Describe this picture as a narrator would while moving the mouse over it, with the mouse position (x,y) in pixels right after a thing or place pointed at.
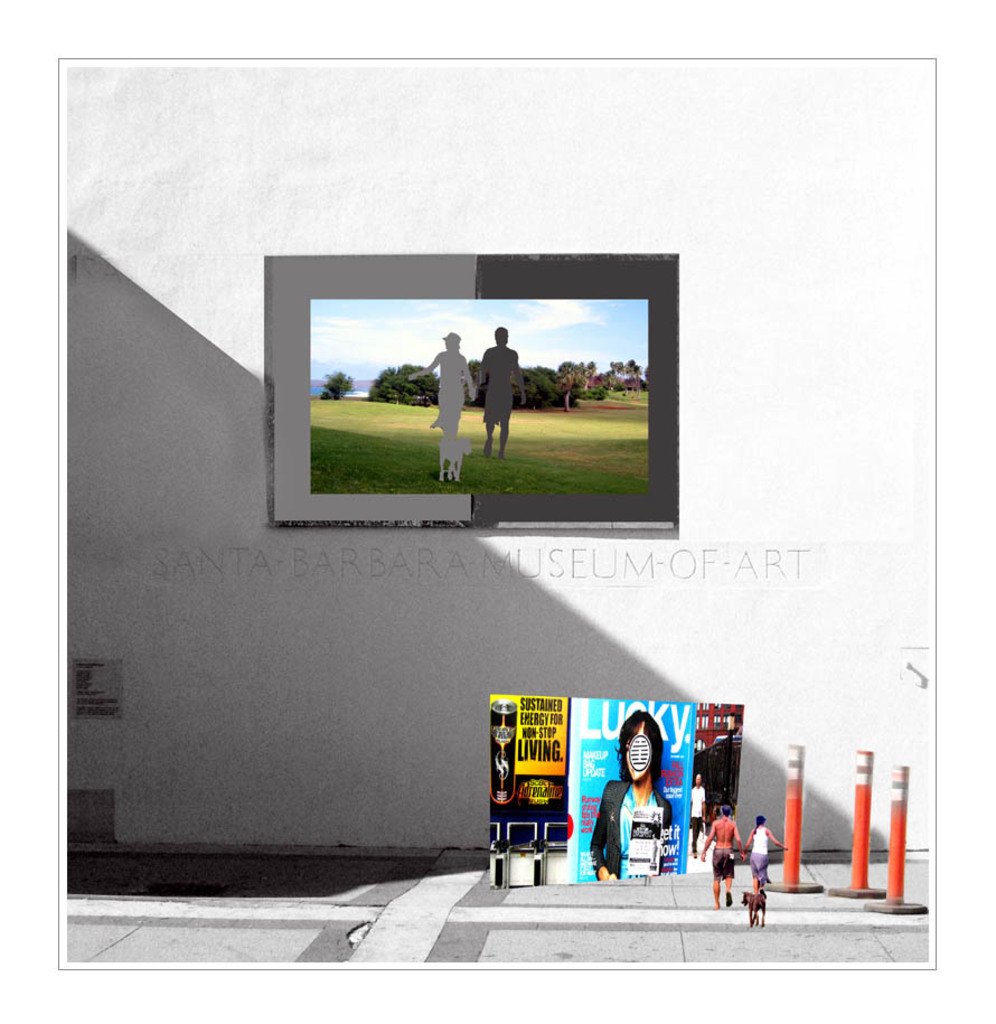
This is an edited image where there are two persons (761,869) and a dog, posters (539,742), poles (790,771), and a frame (316,298) attached to the wall (136,367).
